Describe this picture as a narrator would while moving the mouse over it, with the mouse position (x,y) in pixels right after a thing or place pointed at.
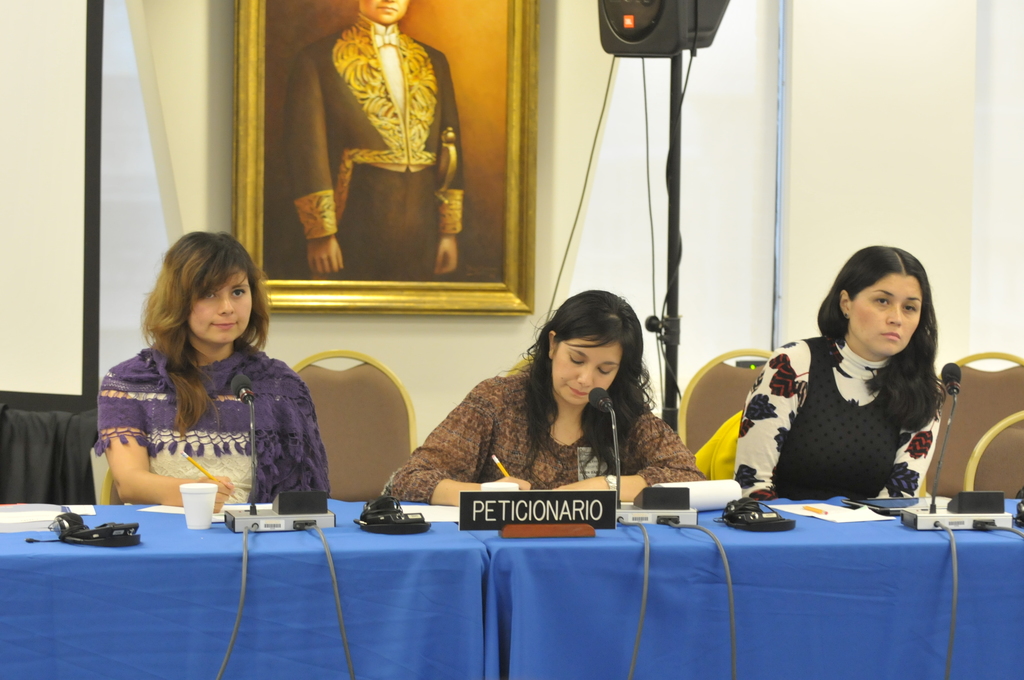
In the image we can see there are women (857,438) who are sitting on chair (968,423) and on table (162,513) there are glass (208,501), mic (253,502) with a stand (301,516) and paper (696,493) and pencil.
